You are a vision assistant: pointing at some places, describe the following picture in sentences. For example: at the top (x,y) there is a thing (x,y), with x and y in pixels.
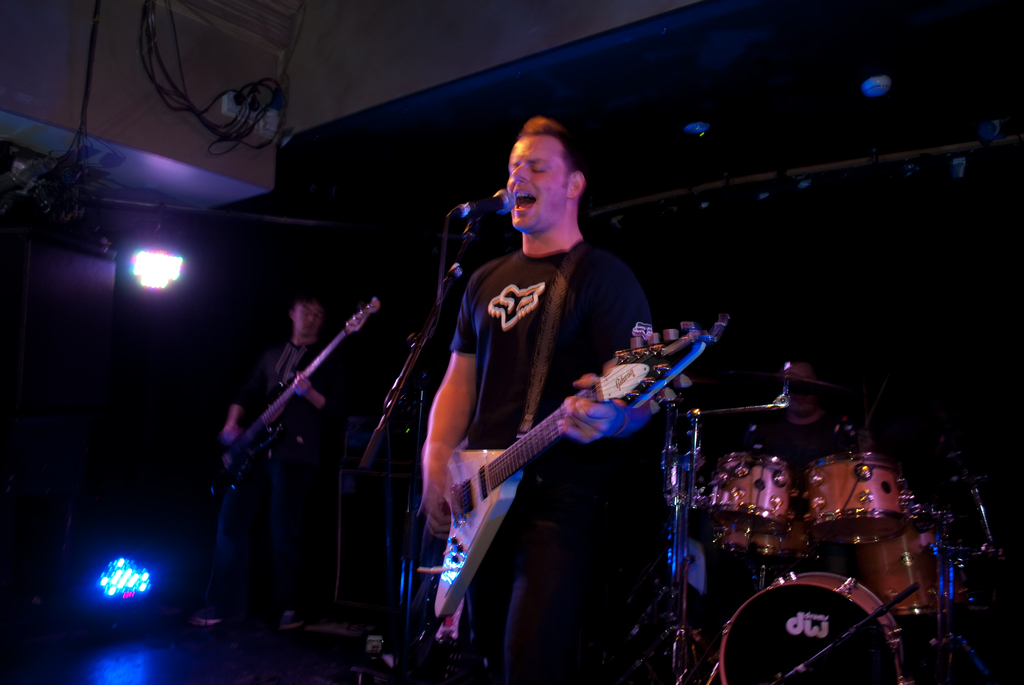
In this image there is a man (554,148) standing and playing a guitar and the back ground (820,486) there is drums (835,484), focus light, another man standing and playing guitar (336,336).
